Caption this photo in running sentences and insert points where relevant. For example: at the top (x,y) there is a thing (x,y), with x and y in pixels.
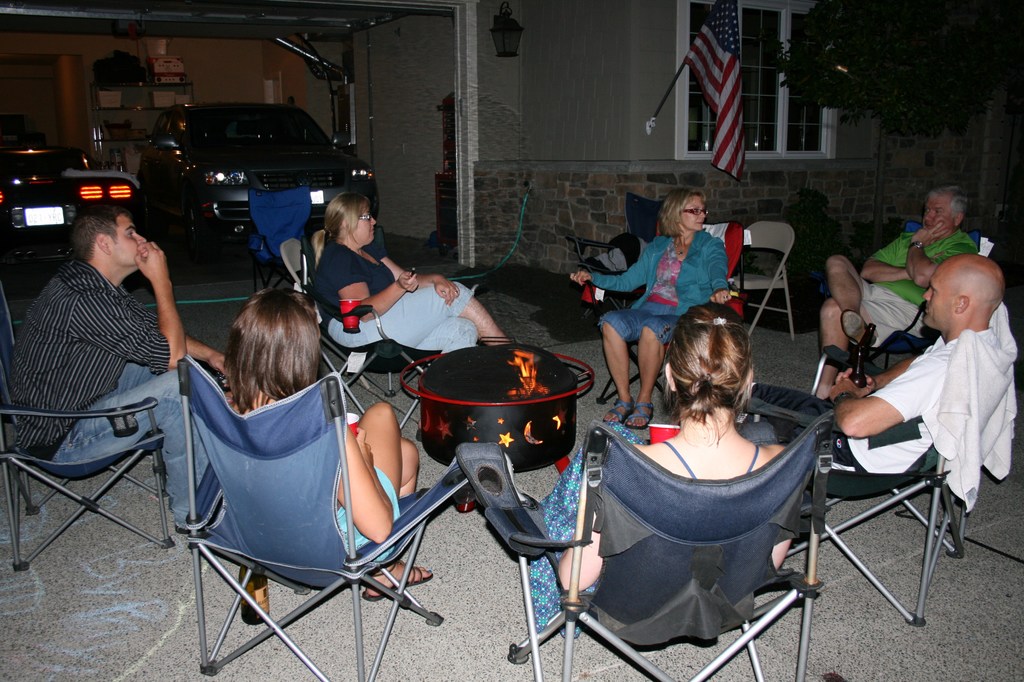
There are group of people (670,326) sitting around a black box (499,384) which has fire (523,390) in it and there are cars (290,156), a flag (713,77) and a building (576,80) in the background (499,90).
